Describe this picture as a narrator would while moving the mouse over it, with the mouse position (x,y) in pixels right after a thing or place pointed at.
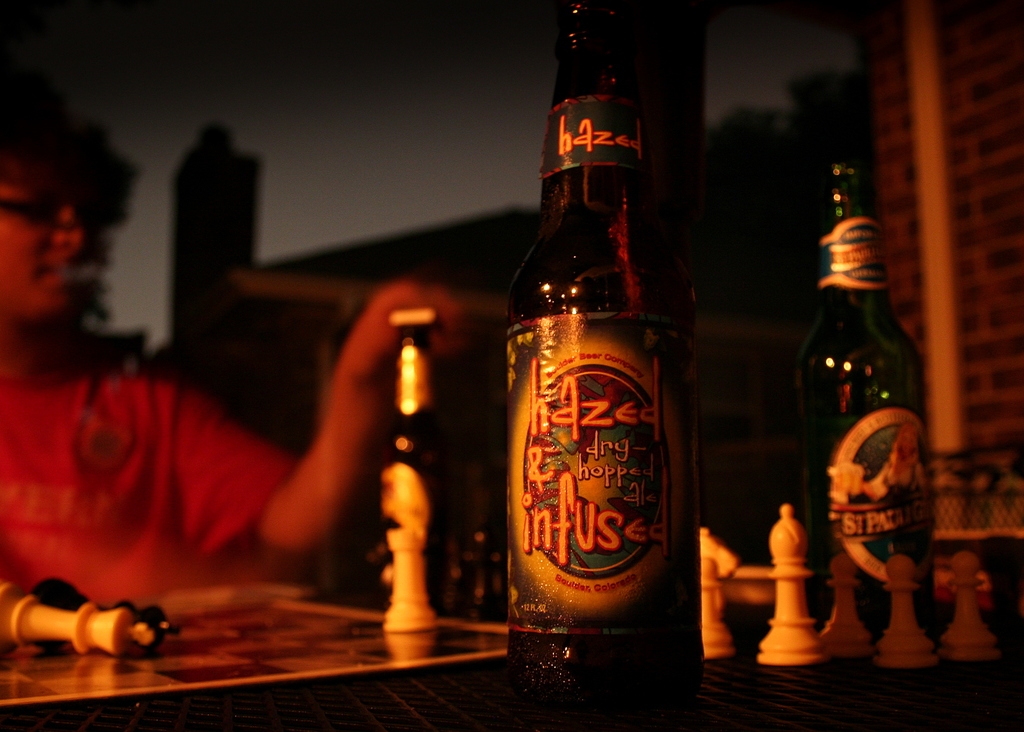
In this picture we can see a person (52,436), chess board (472,640) and chess pieces (404,526). We can see bottles (899,420). Background (941,412) portion of the picture is blurry and dark.
